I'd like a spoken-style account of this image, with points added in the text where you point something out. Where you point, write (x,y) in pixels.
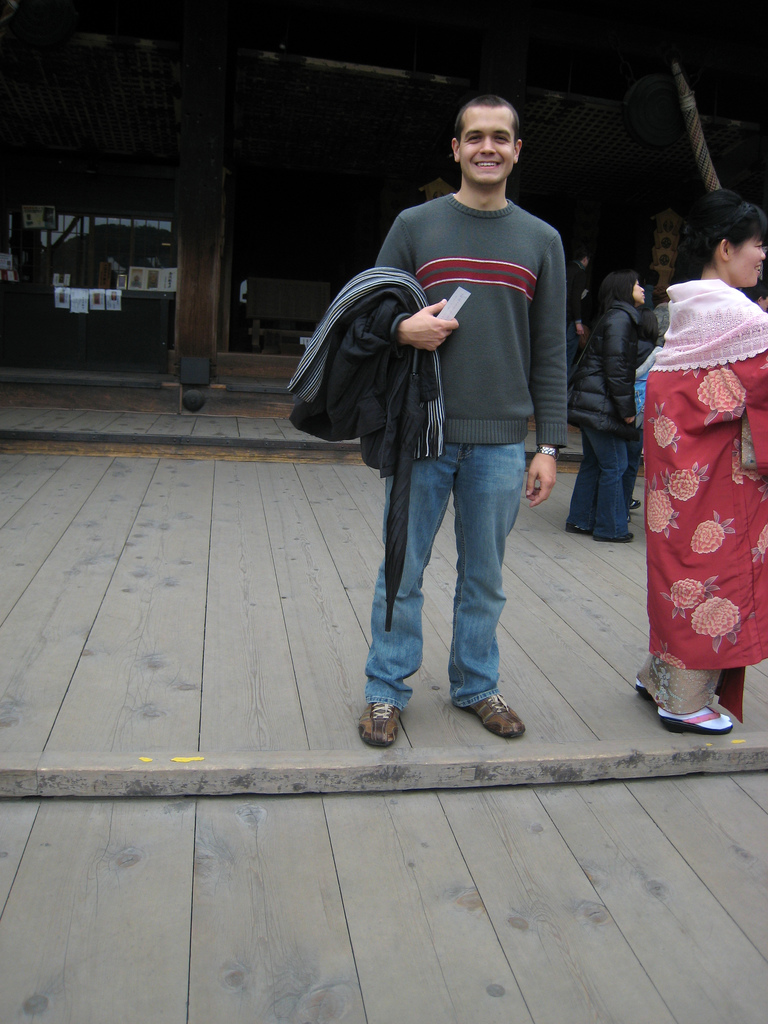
Background (106,95) portion of the picture is completely dark. We can see the posts (193,302) and an object (291,330). In the top right corner of the picture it seems like a rope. In this picture we can see the people (631,287). This picture is mainly highlighted with a man (449,280) standing on the floor (252,423) and smiling. We can see the clothes (346,284), an umbrella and he is holding a white object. Beside him we can see a woman (751,319).
